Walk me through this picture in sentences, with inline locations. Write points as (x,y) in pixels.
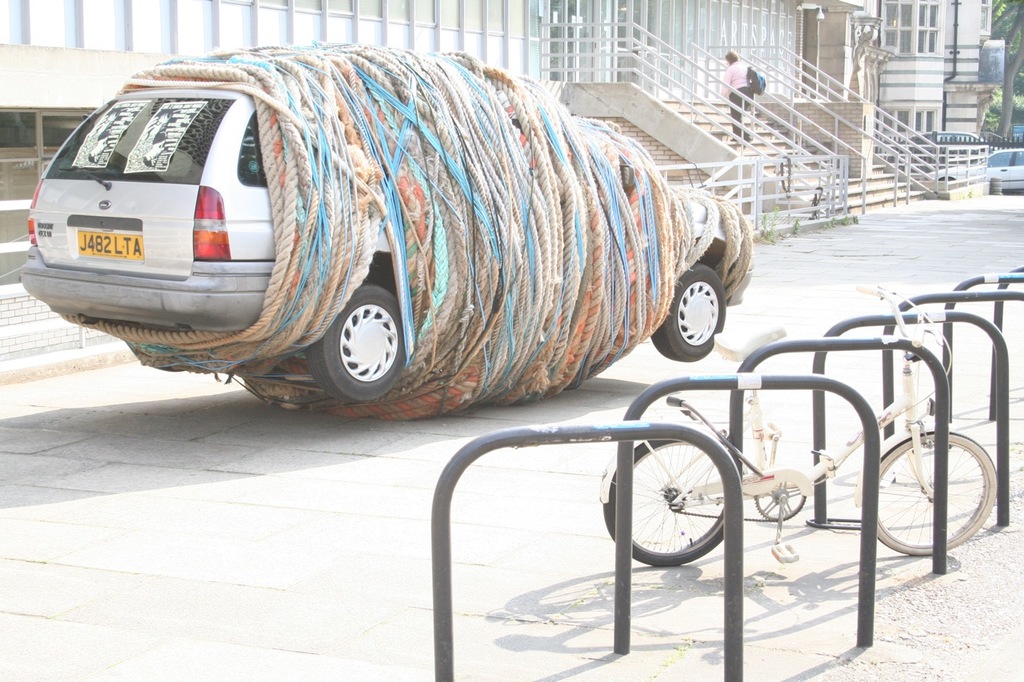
This image is taken outdoors. At the bottom of the image (318,573) there is a floor (375,561). On the right side of the image (699,623) there is a parking area (825,517) for bicycles (785,488). In the middle of the image (462,356) there is a car (132,288) tied with many ropes (442,202) and kept on the floor (352,468). In the background (543,2) there are a few buildings (740,41) with walls (981,32) and there are a few stairs (870,199) with railing (765,151). On the right side of the image (1003,180) two cars (1014,156) are parked on the ground (985,199) and there is a tree (1005,117).
